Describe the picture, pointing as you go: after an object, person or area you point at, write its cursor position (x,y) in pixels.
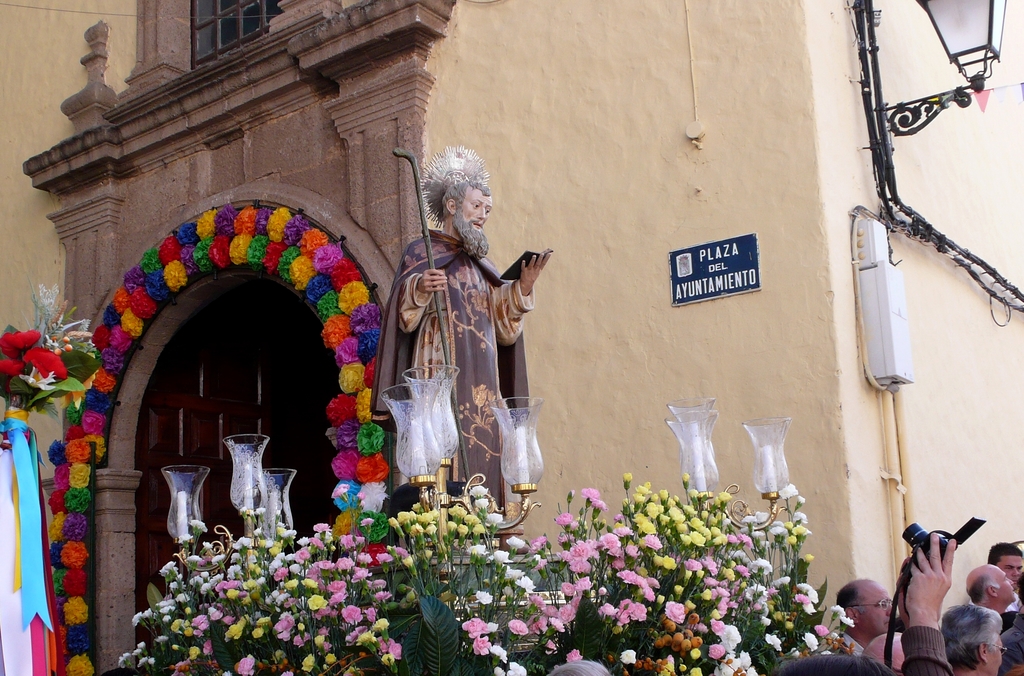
In this picture, we can see statue (504,351), some flowers (551,568), candles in glass objects (750,422) with poles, and we can see the wall (383,255) with an arch (383,284), window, and we can see some object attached to it like, light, poles (893,174), and we can see flowers (93,376) on the left side of the picture (83,559), we can see a few people (888,619), and a person (941,561) holding a camera (939,538).
